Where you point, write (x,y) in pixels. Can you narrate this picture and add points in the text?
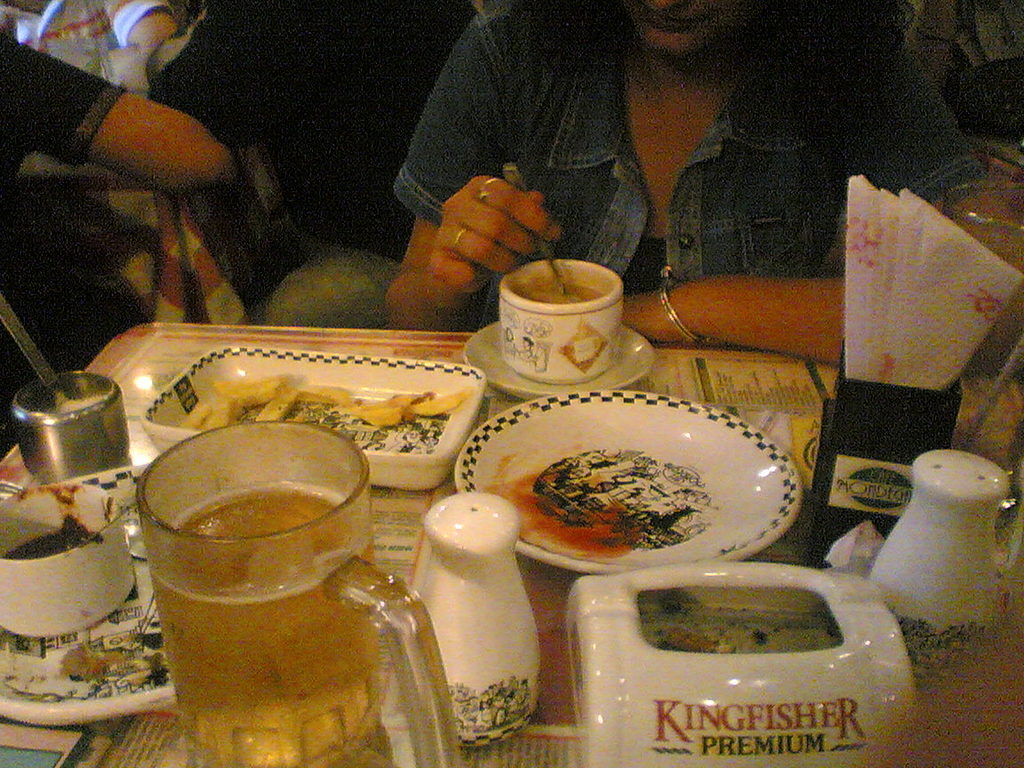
In this image we can see a group of people (551,196) sitting on chairs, one woman (674,193) is holding a spoon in her hand (534,227). In the foreground (571,557) we can see a group of cups (588,321), bowls (428,425), a jug (333,632), a group of papers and tissues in the box (894,471) are placed on the table (945,697).
